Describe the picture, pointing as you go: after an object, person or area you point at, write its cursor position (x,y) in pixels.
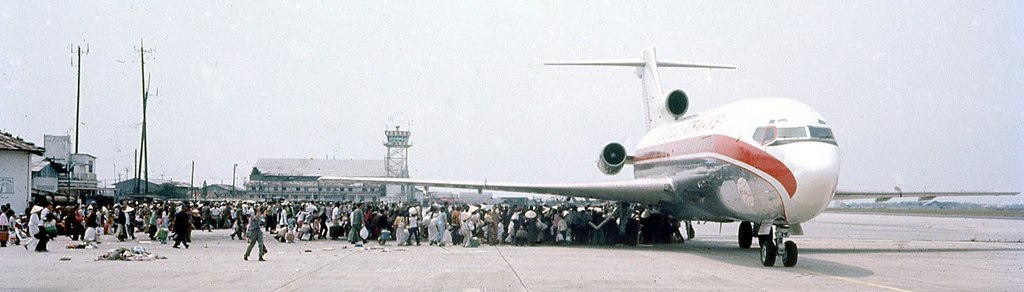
In the image we can see there is an aeroplane (731,149) parked on the runway (811,272) and there are lot of people (629,211) standing on the runway road (307,261). Behind there are buildings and there are iron poles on the road (699,226). There is a clear sky (113,158).
